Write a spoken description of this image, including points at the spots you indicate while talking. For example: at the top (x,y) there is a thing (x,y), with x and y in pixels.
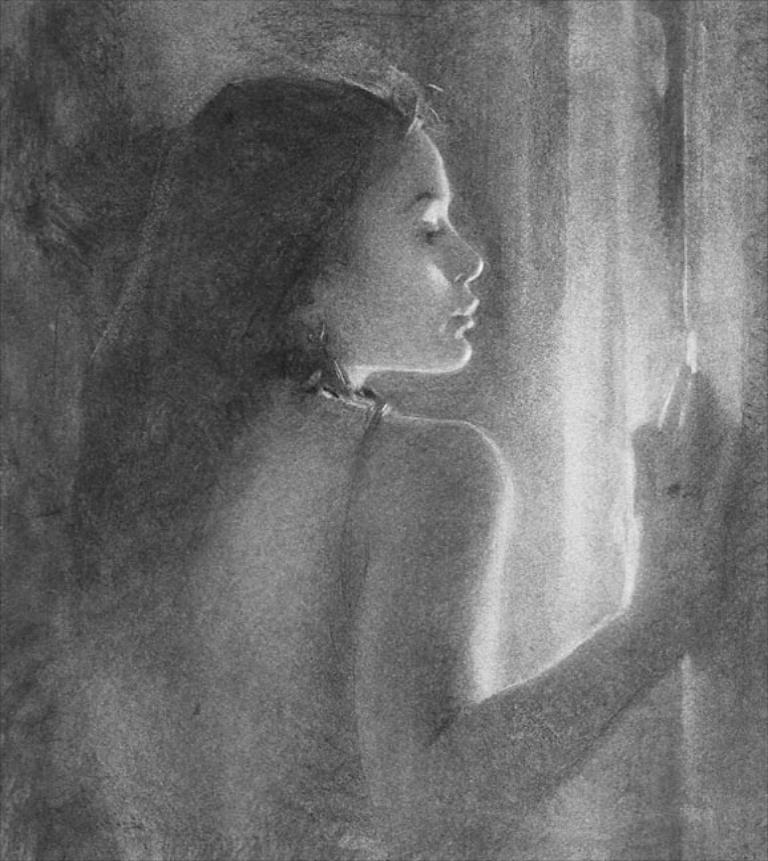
This is black and white image where we can see a woman (329,626).
